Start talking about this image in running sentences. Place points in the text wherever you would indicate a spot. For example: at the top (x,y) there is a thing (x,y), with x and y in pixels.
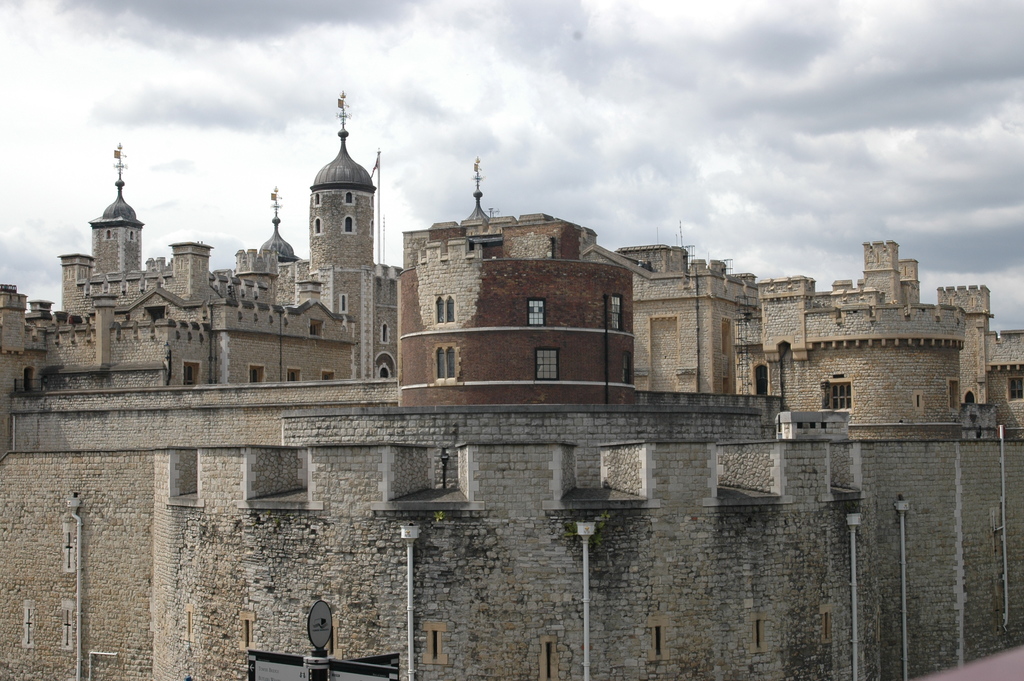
In this image there are some buildings (637,445), at the bottom (275,653) there are some poles (318,652) and lights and there is some object (318,616) and at the top of the image (400,104) there is sky (461,140).
